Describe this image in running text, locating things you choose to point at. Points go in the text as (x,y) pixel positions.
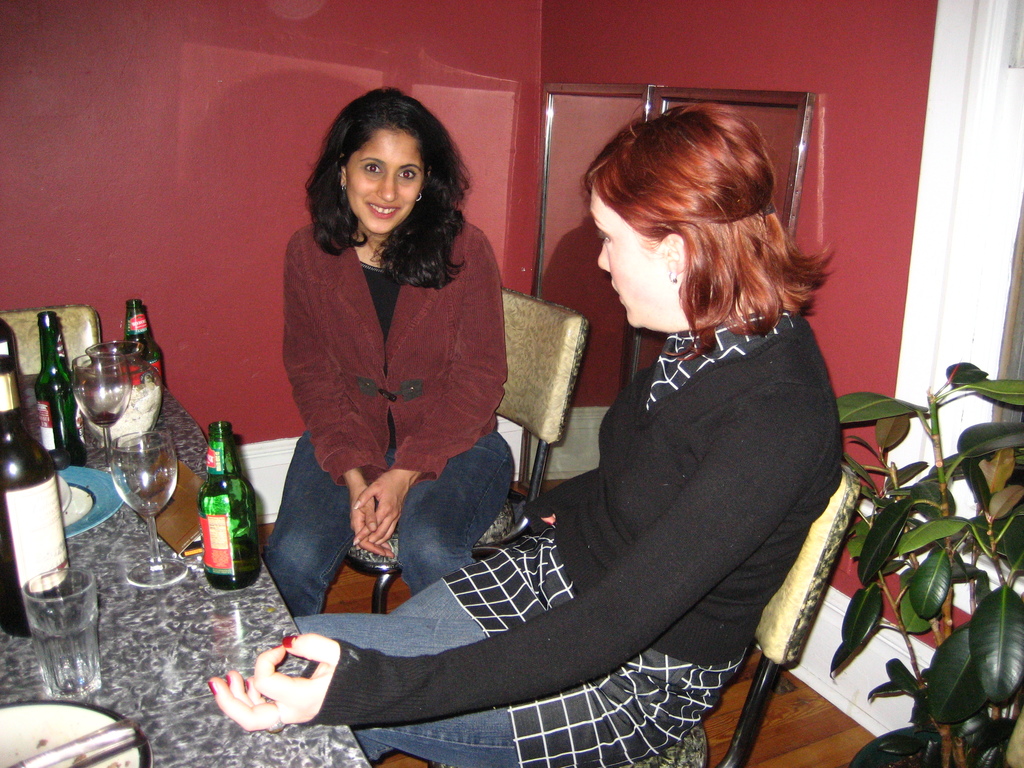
In this image, we can see two women (436,564) are sitting on the chairs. Here a woman (400,223) is watching and smiling. On the left side of the image (141,736), we can see bottles (27,463), glasses (74,689), plates (88,504) and few objects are on the gray color table (178,662). On the right side of the image (862,528), we can see plant (929,611). Background (805,193) we can see walls (865,304) and mirrors (792,130).
